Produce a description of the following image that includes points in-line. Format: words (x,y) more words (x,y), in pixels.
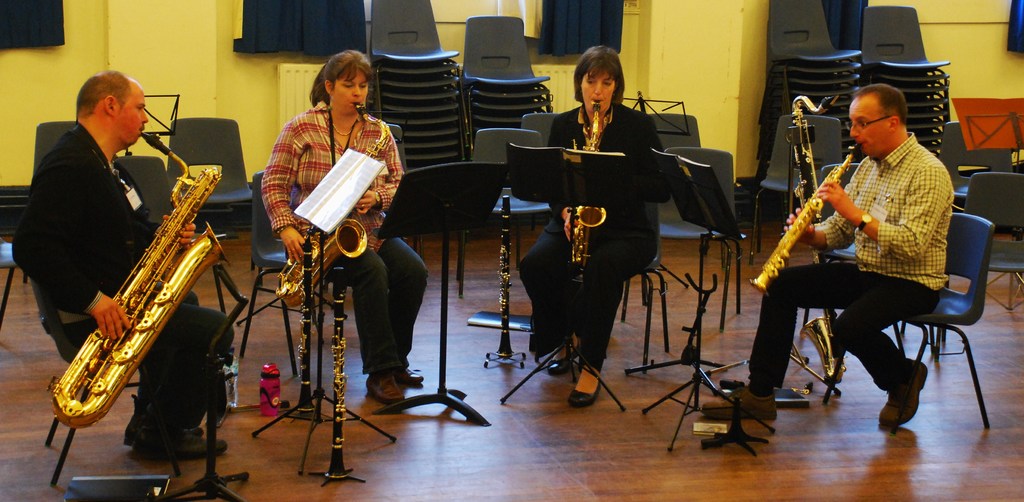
There are four persons (623,117) in different color dresses (631,133), sitting on chairs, holding a musical instrument (172,235) and playing. There are four stands (553,167) on the floor (727,332). In the background (723,190), there are chairs (36,158) arranged and there are curtains (45,37) attached to the yellow color wall (68,11).
